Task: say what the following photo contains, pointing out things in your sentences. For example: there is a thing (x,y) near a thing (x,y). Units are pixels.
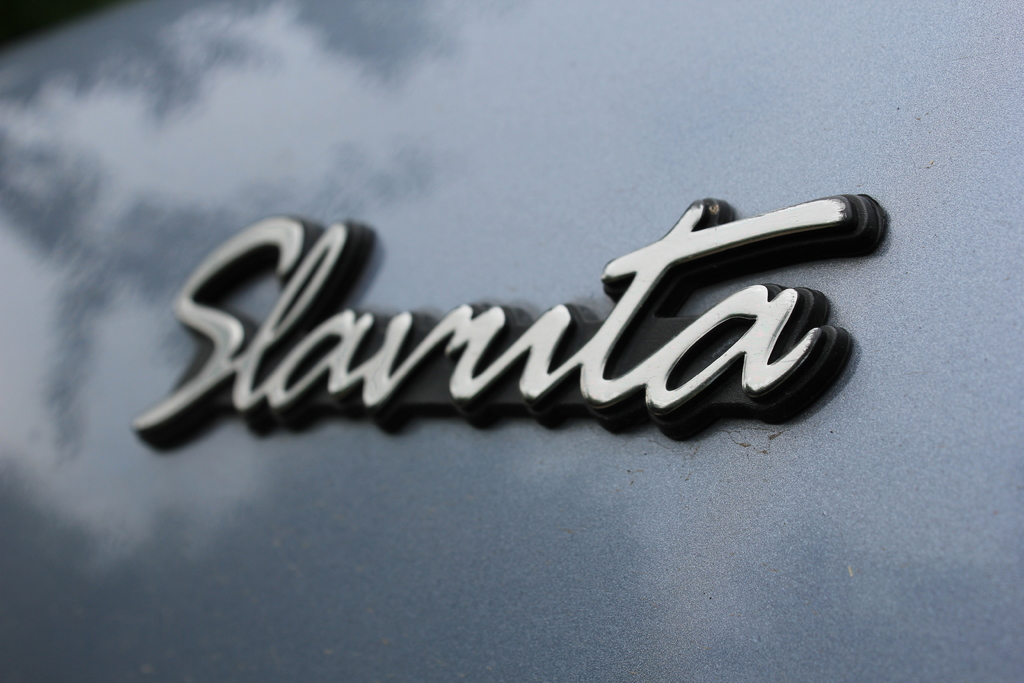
In this picture we can see a text (464,402) on a grey surface (563,604).
